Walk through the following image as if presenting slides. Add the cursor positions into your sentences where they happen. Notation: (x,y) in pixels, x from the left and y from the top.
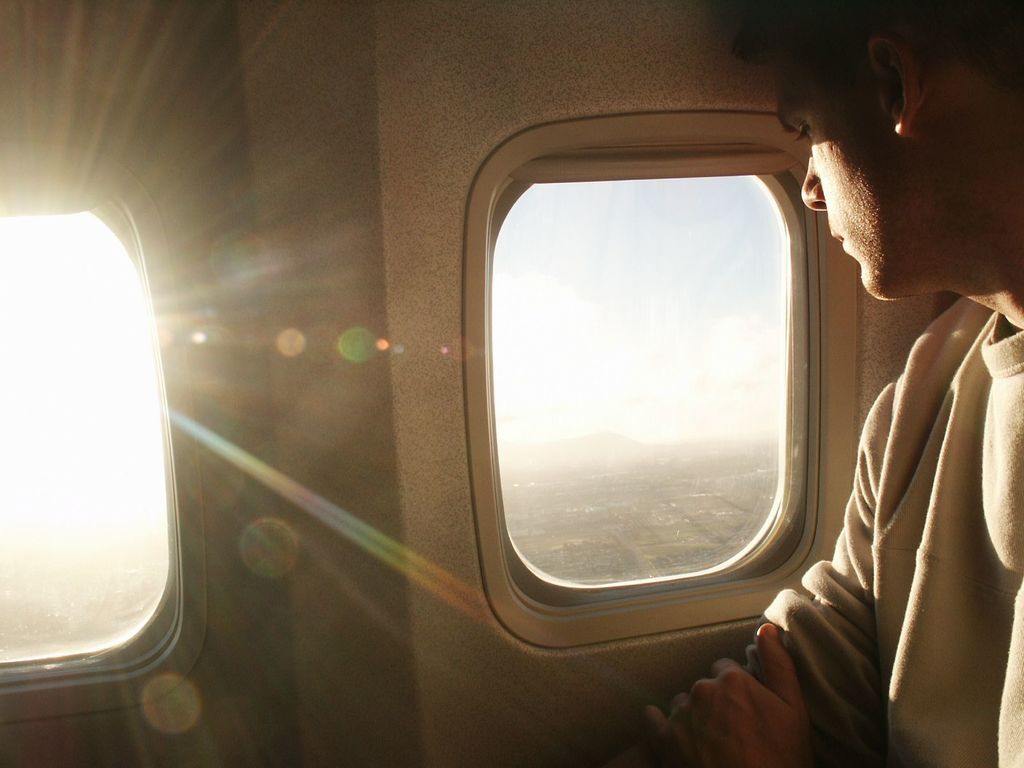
There is a man (935,54) inside an airplane (445,677) and we can see glass windows (603,397), through this window (657,240) we can see sky (610,329).
